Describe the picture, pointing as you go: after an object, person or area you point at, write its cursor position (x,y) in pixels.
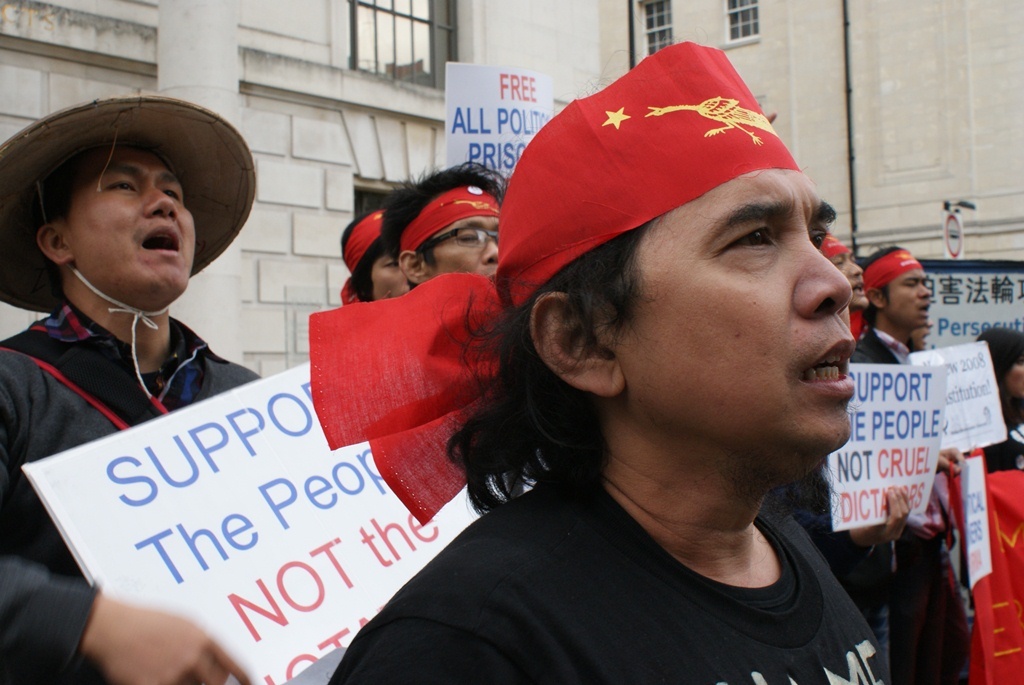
In the image there are few people (523,228) standing. And there are red colored clothes (719,112) on their heads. And also there are few posters (932,466) in their hands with something written on it. On the left side of the image (57,377) there is a man (57,176) with a hat (64,158) on his head (150,155). In the background (242,111) there is a wall (844,67) with glass windows (446,25) and a pipe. And also there is a sign board (956,221).
